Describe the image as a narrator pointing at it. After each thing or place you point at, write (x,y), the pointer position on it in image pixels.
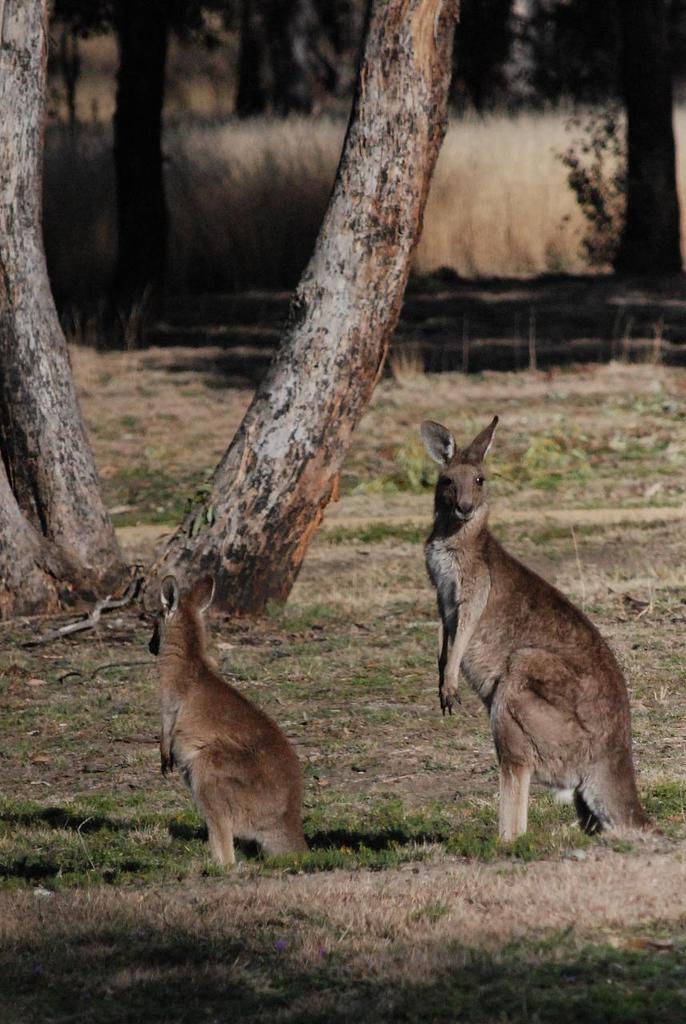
In this image I can see two kangaroos (479,679) which are brown and white in color are standing on the ground (395,829). I can see some grass (351,874) and a tree (280,552). In the background (412,358) I can see the fencing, some grass (486,192) and few trees (274,90).
